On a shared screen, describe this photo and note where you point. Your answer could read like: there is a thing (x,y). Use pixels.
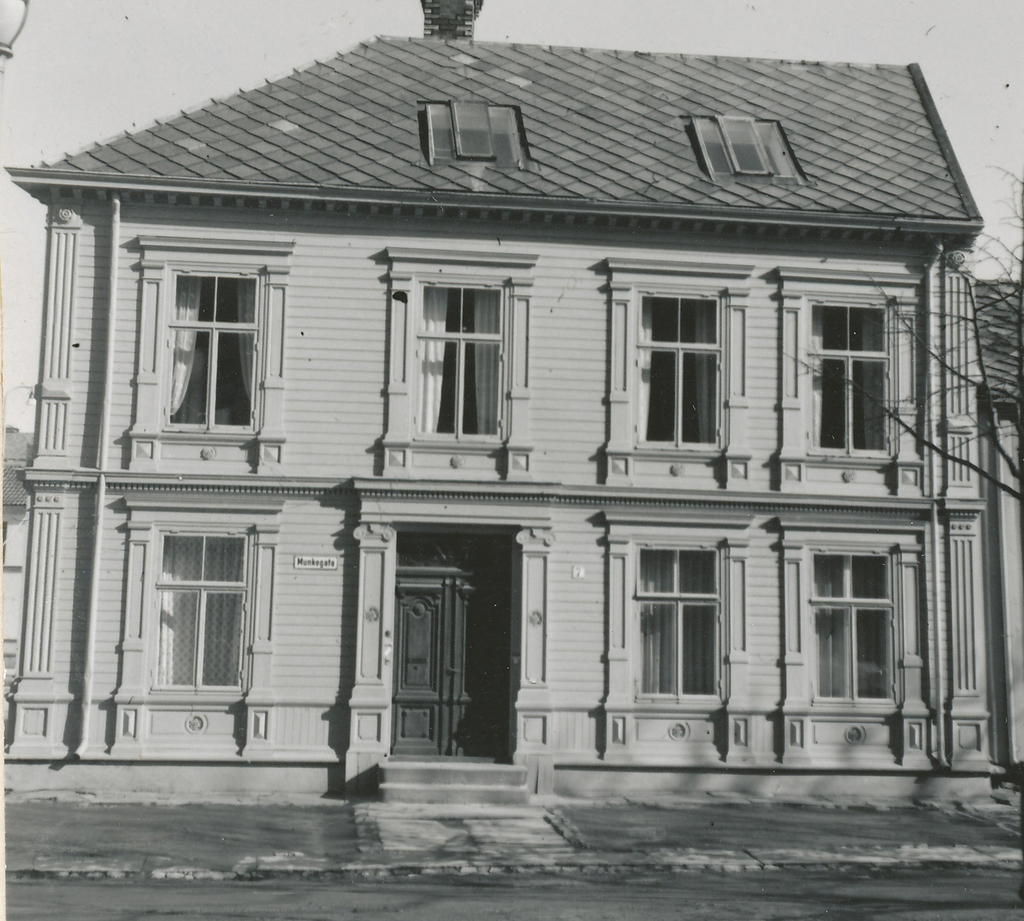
In this Image I can see the house (464,479). In-front of the house (380,727) I can see the road (587,879). To the side there is a tree (912,428) with dried branches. In the back (506,35) I can see the sky (656,35). And this is a black and white image.
